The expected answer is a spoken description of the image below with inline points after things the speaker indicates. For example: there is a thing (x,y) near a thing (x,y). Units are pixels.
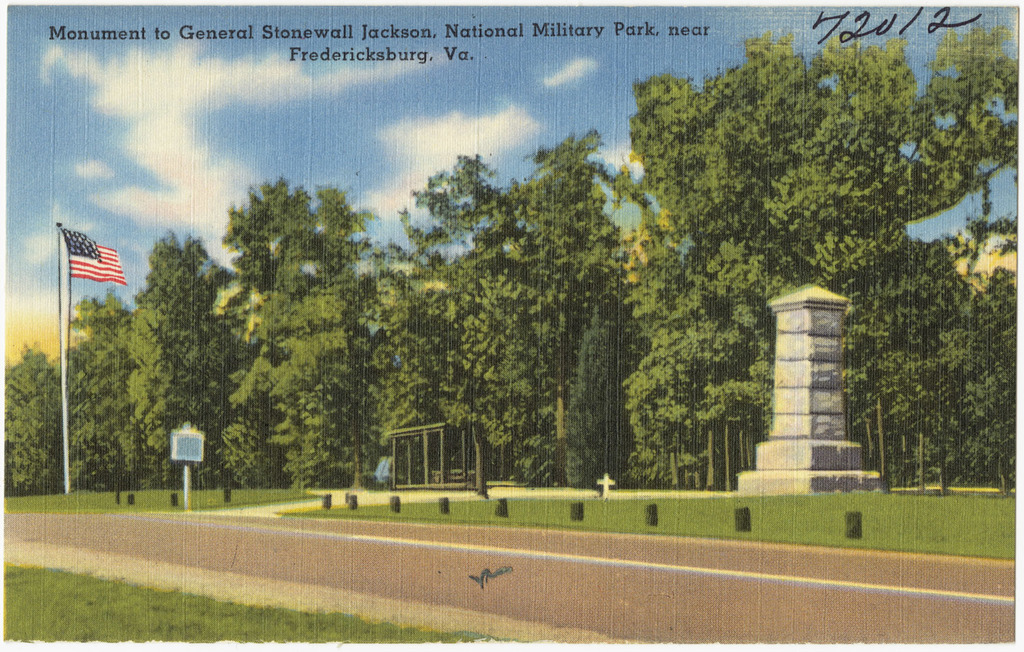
In this picture there is a flag (100,262) attached to a pole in the left corner (94,274) and there are trees (526,298) in the background (530,289) and there is something written above it.
